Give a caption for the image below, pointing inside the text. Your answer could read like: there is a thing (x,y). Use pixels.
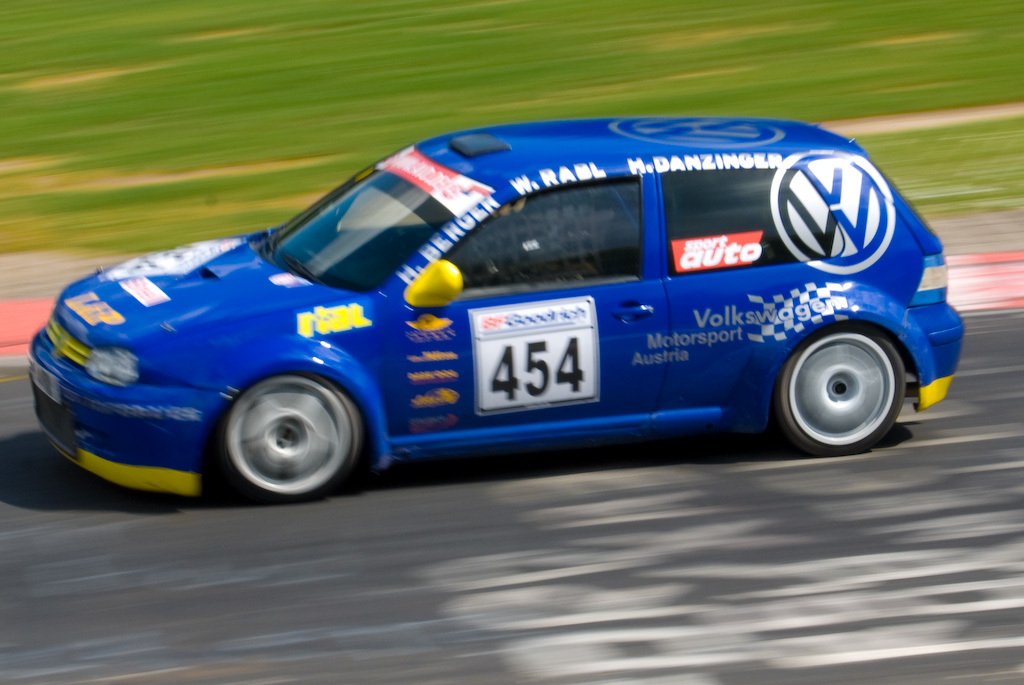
In this image I can see the vehicle (442,245) on the road (592,606). I can see the vehicle (437,270) is in blue color. In the background (237,96) I can see the grass (39,179).
